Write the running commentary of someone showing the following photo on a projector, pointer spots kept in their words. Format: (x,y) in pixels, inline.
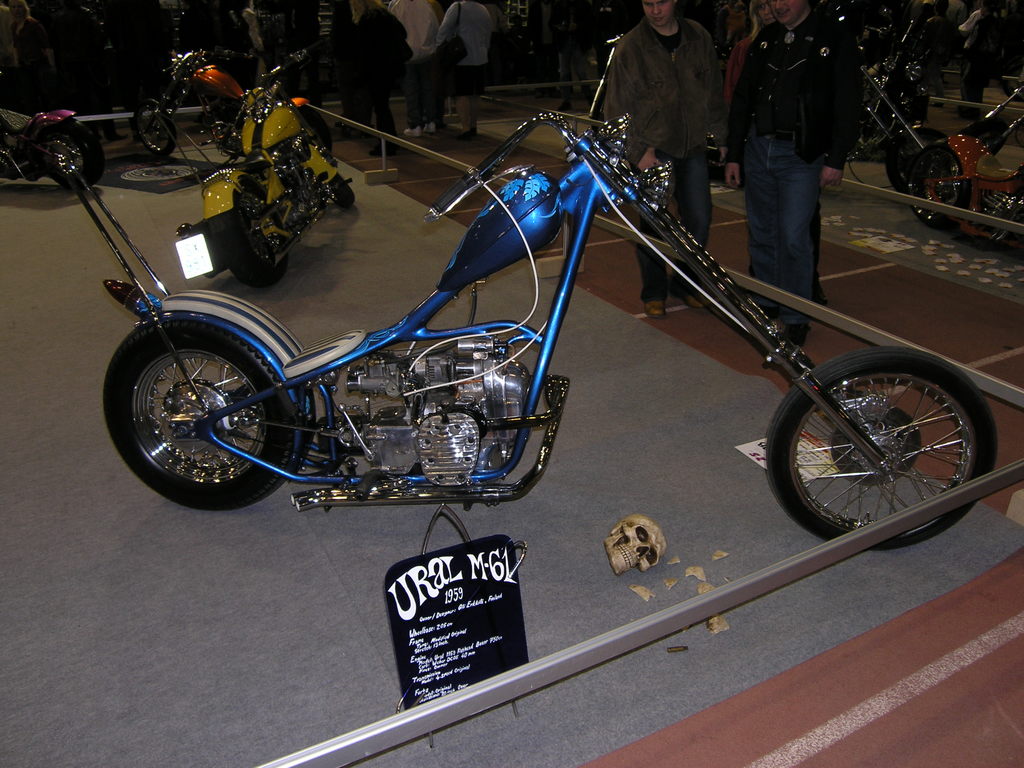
In front of the image there are motorbikes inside the fencing (691,602). And there is a skull (663,548) and a poster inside the fencing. There is a board (452,626) with text (406,610). Behind the fencing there are few people (568,73) standing. Behind the people (845,131) inside the fencing (951,102) there are motorbikes (994,161).
